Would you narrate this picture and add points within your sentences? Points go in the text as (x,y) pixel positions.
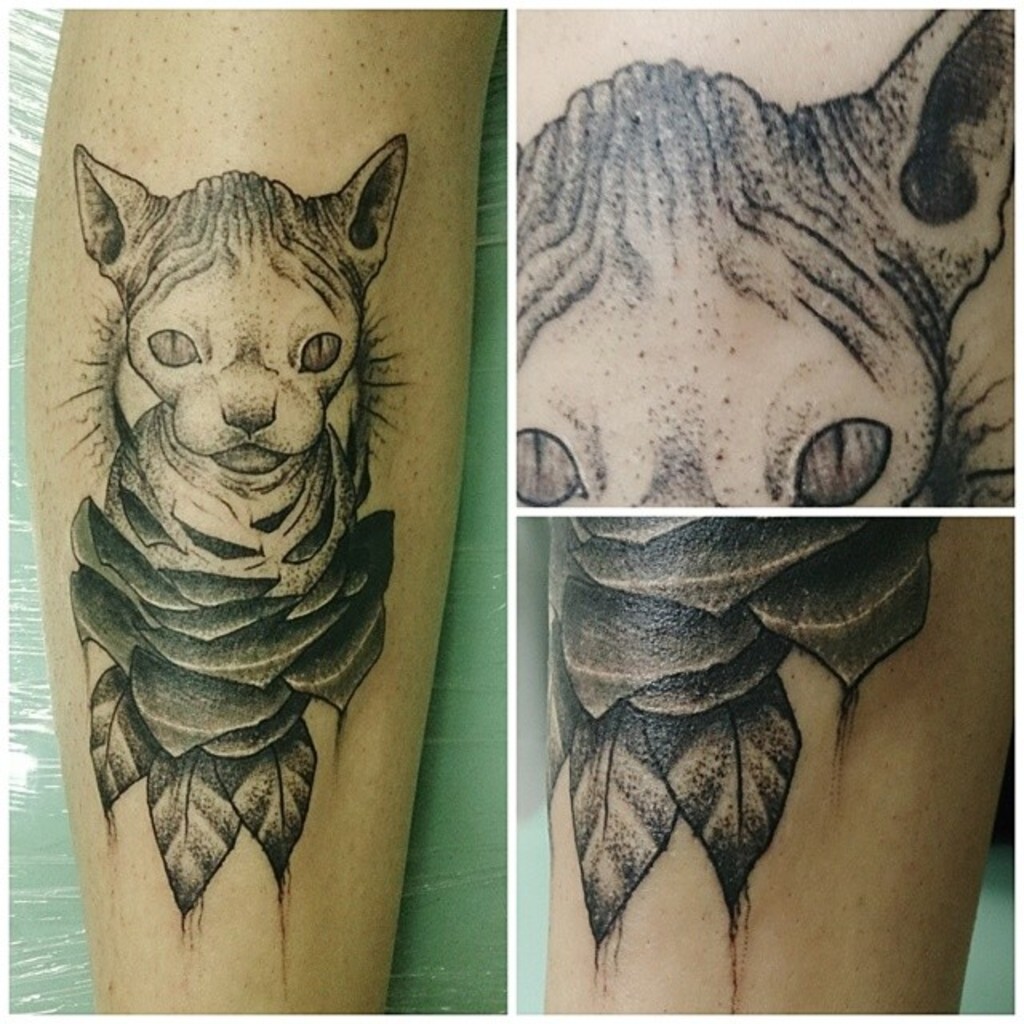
In this image there is one person's hand (581,372) is visible and this is a collage, on the person's hand (193,411) there is one tattoo (270,699).
